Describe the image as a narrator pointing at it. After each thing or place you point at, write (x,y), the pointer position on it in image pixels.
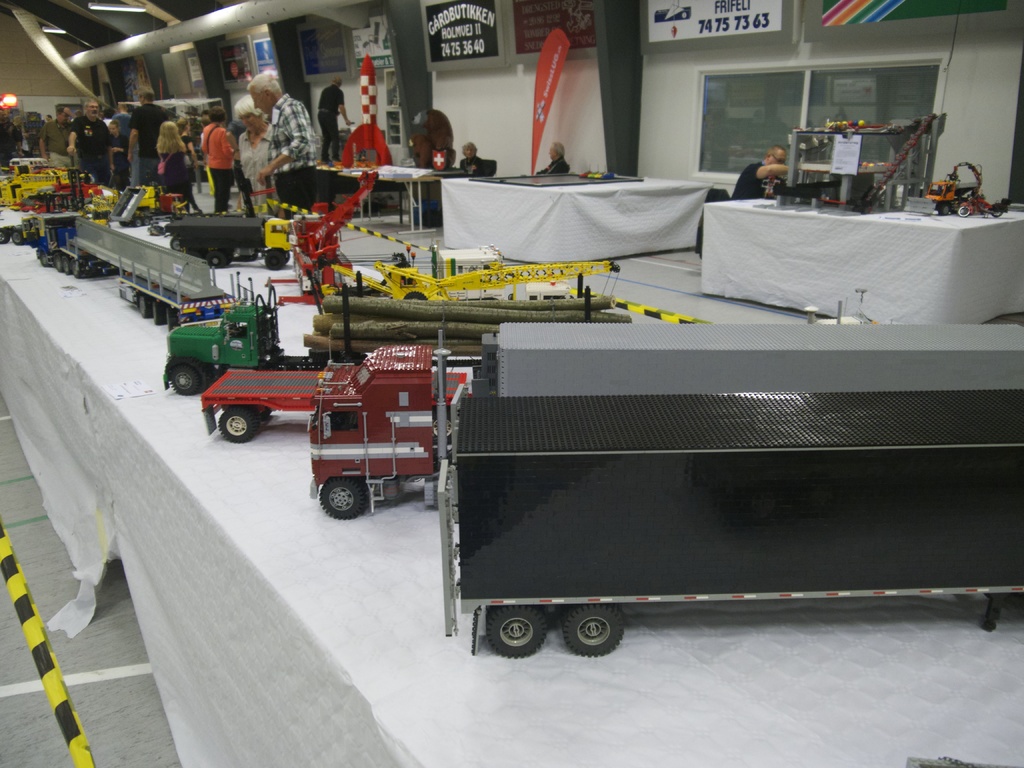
In this image, in the foreground (932,361) there are so many toys (950,394) and at the back (327,158) people (335,137) are watching at the toys (150,199).
